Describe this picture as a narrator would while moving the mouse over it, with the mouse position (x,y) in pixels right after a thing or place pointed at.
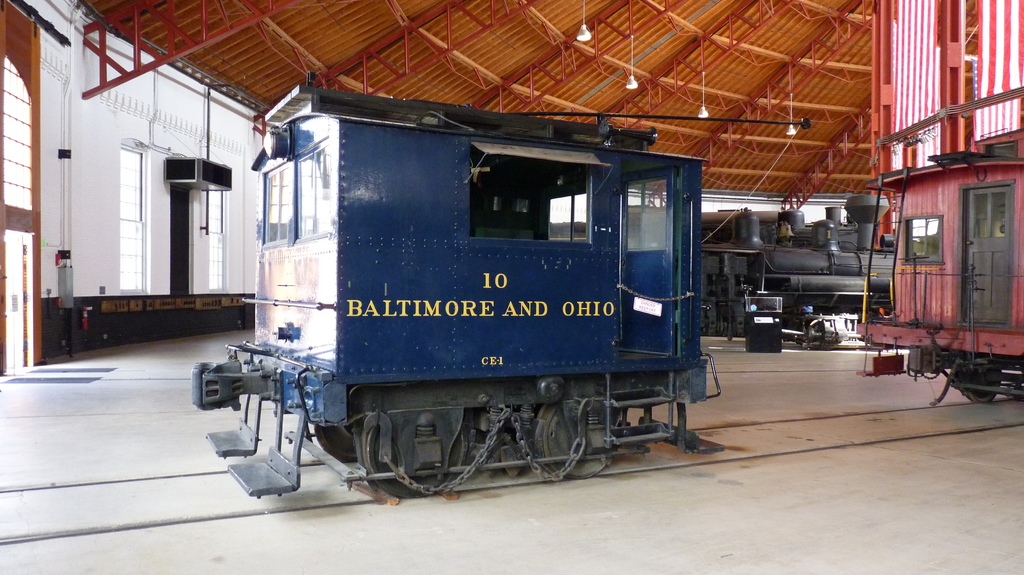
In this picture I can see train compartments (902,299) on the track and I can see few lights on the ceiling (746,75) and looks like a warehouse (433,81) and I can see text (490,310) on the compartment (352,346).
